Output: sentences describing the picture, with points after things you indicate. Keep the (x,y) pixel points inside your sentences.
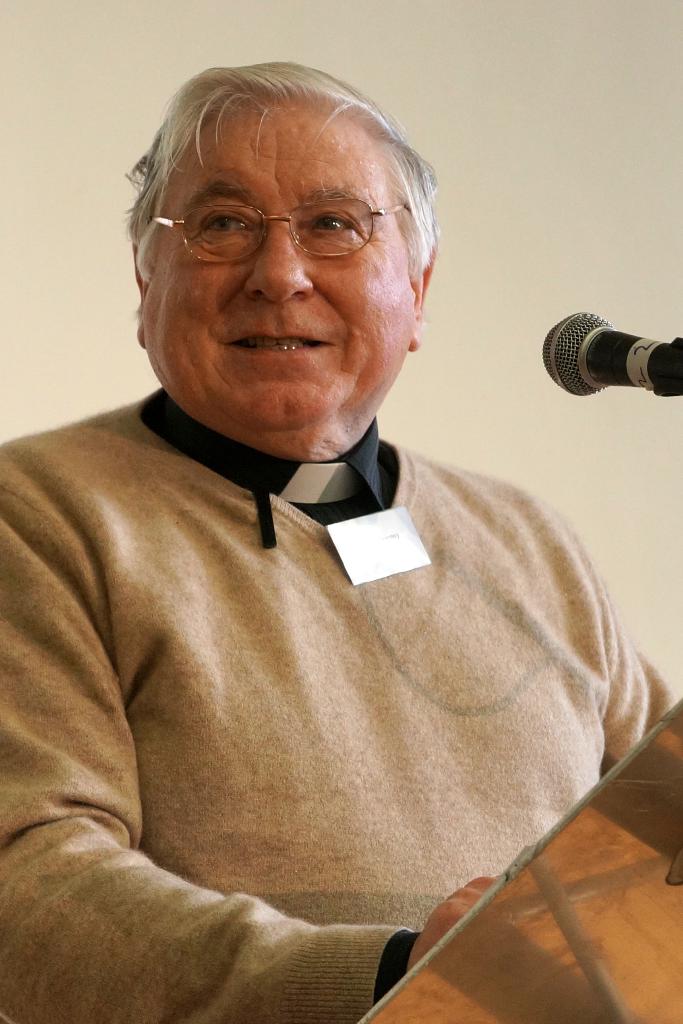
In this picture I can observe a man (302,668). He is wearing spectacles (232,250). In front of him there is a mic (601,343). In the background (563,402) I can observe a wall (466,253).
